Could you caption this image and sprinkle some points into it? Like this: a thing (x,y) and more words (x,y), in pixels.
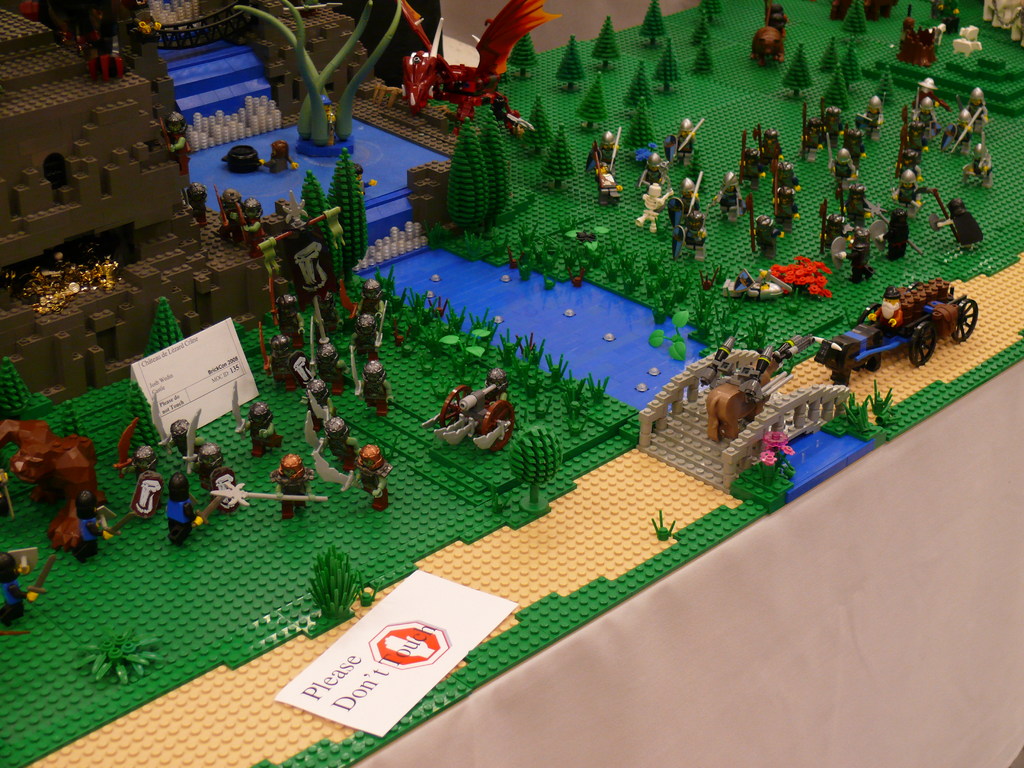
This picture shows toys (582,330) on the table (814,576) and we see couple of name boards (169,385) on it.
